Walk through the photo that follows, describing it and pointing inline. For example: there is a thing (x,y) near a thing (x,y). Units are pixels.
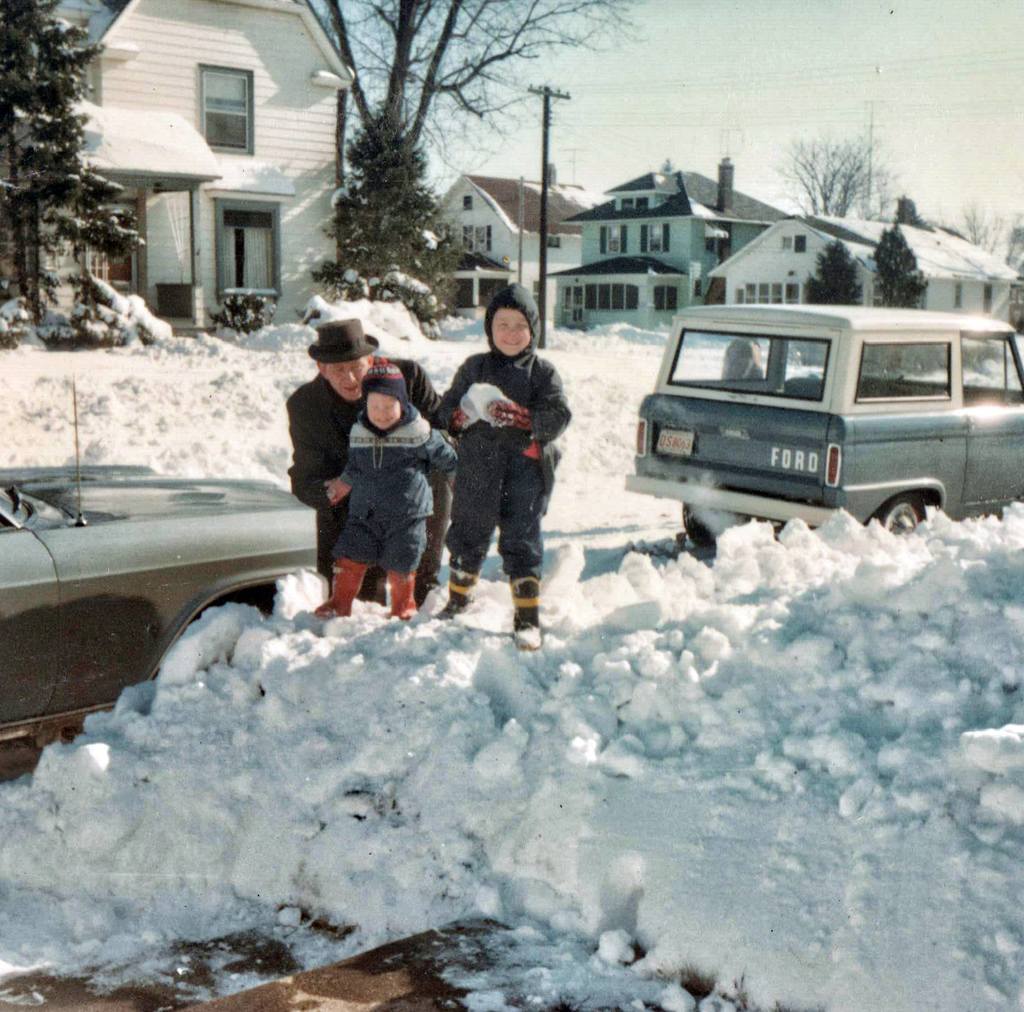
In this image we can see two children (461,529) wearing sweaters (384,434) are standing on the ice (370,650), here we can see a man (311,411) wearing hat (355,327) is also standing here. Here we can see vehicles (830,408), the road (603,355) covered with snow (661,667), current poles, wires (897,67), trees (421,150), wooden houses (276,164) and the sky (613,149) in the background (695,53).
